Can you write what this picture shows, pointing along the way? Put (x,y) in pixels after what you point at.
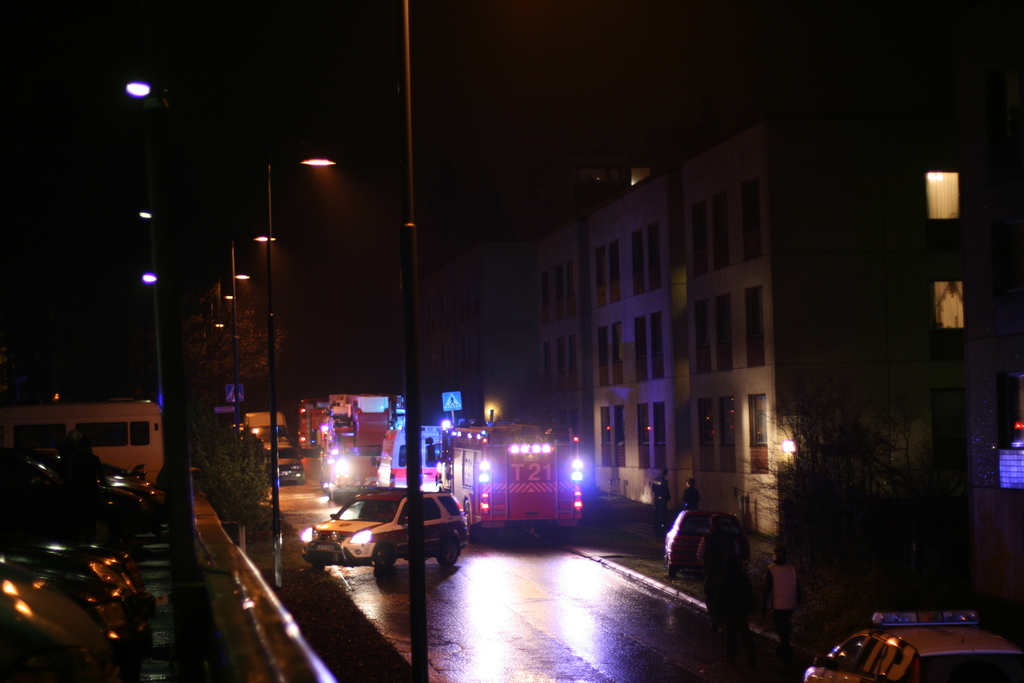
In this picture we can see buildings (507,296), vehicles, electric light poles (408,275), some persons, windows (555,372). At the bottom of the image (533,624) there is a road (398,579). At the top of the image (304,70) there is a sky (370,136).
